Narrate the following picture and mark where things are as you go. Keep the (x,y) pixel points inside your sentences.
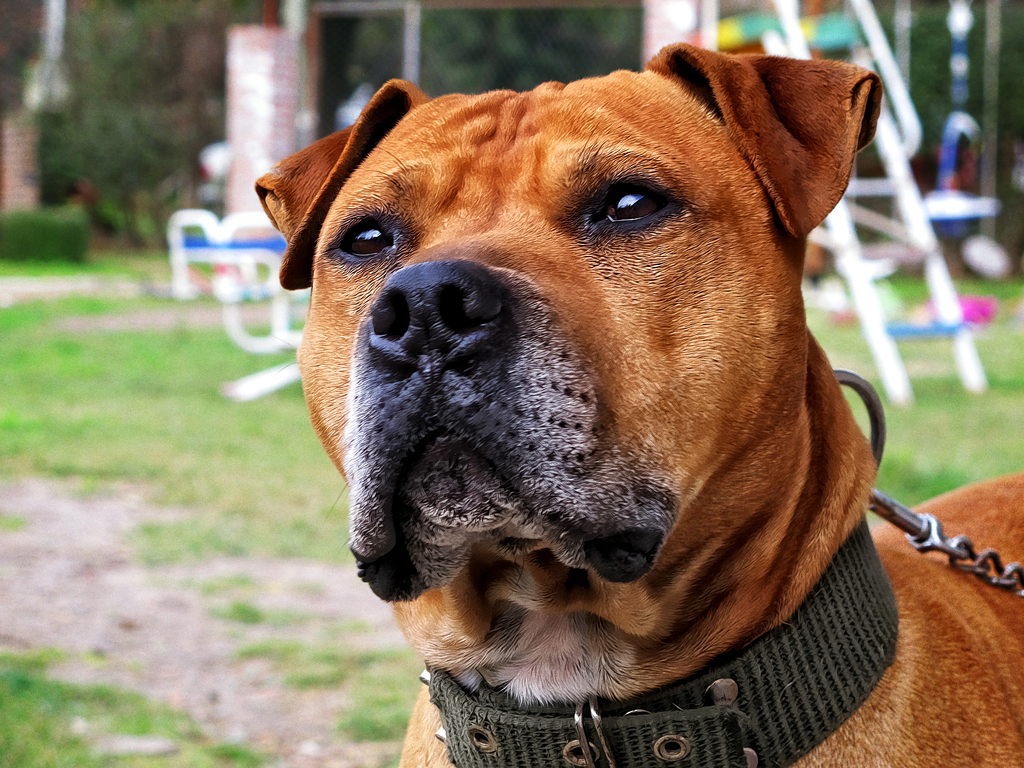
In this image we can see a dog (775,563) which is truncated. Here we can see plants (197,202), ground (239,442), playground equipment (918,226), and few objects (273,370). There is a blur background (253,370).
